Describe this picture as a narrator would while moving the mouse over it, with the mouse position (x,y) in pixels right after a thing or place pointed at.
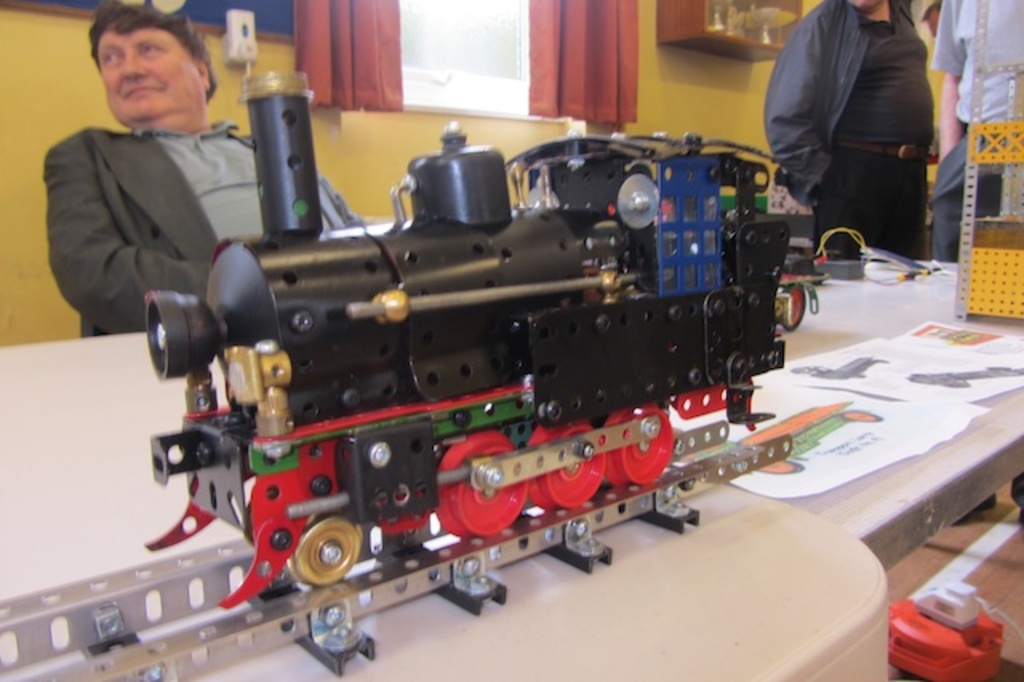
In this image I can see a toy (672,352) is in the shape of a train (592,430) on a railway track (516,545). On the left side (118,98) a man (243,215) is sitting, he wore coat (169,227). On the right side (842,412) there are papers (853,399) with drawings (788,432).
